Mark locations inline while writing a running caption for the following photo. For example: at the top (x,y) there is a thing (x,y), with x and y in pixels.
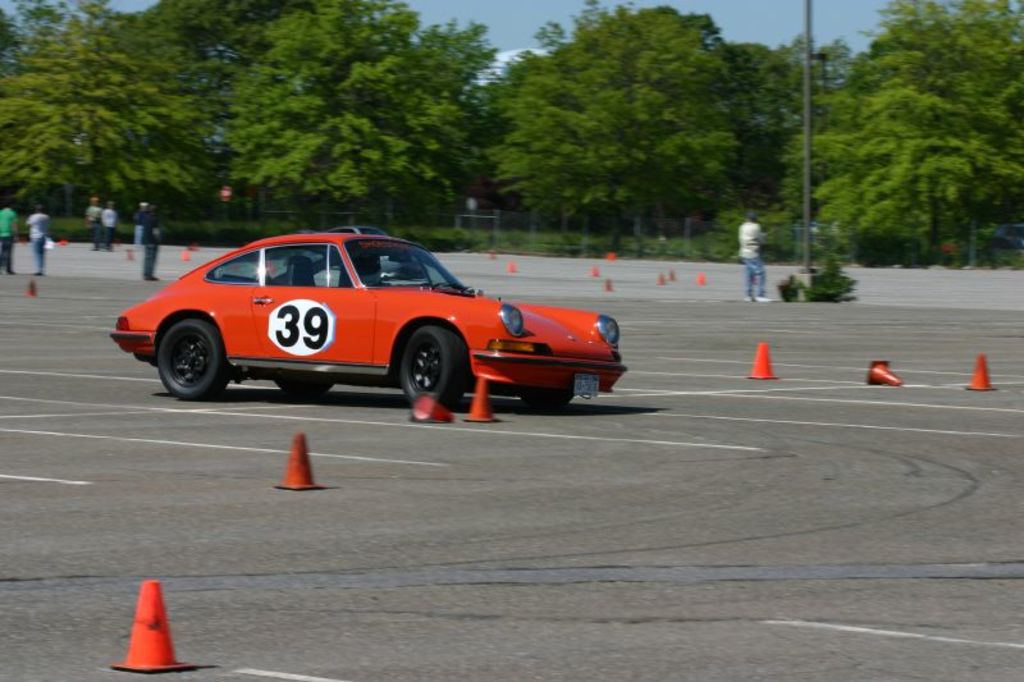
In this picture we can see a car (468,358) and few cones (65,244) on the road (625,343), in the background (96,238) we can find few people (42,233), trees (645,197) and a pole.
